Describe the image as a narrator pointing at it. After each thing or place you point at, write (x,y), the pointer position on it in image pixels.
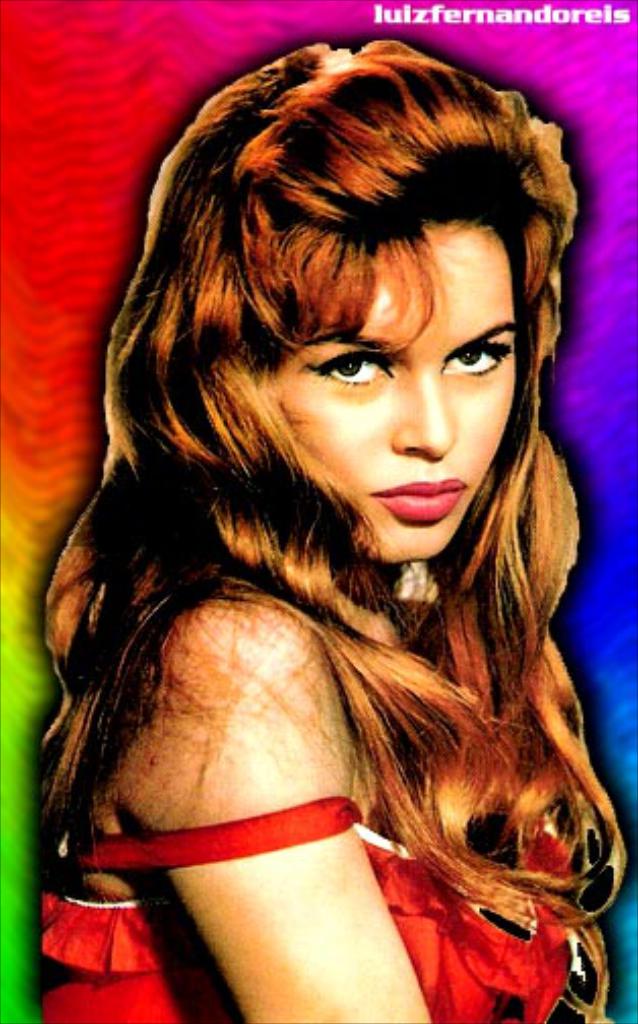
In this image I can see a woman (471,617), text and a multicolored background (92,77). This image looks like an edited photo.
